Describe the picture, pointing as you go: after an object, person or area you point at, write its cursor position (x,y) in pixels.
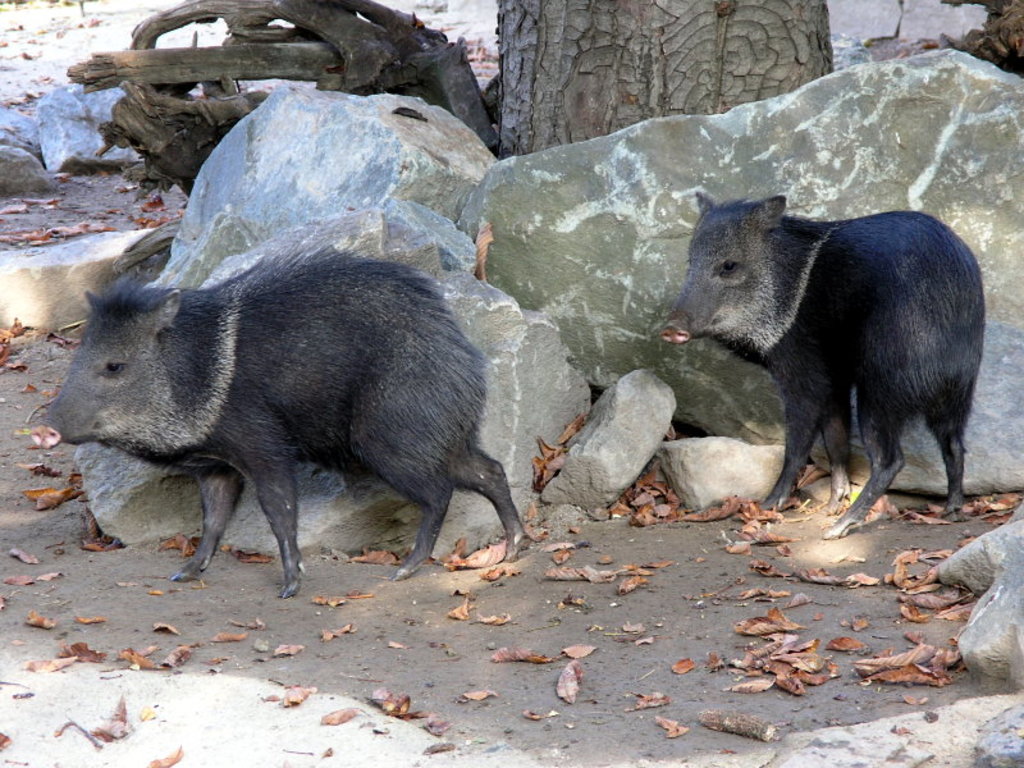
In this image we can see pigs (428,393). Also there are stones (494,178). On the ground (371,611) there are dried leaves (808,658). In the back (188,106) we can see wooden pieces (450,78).
